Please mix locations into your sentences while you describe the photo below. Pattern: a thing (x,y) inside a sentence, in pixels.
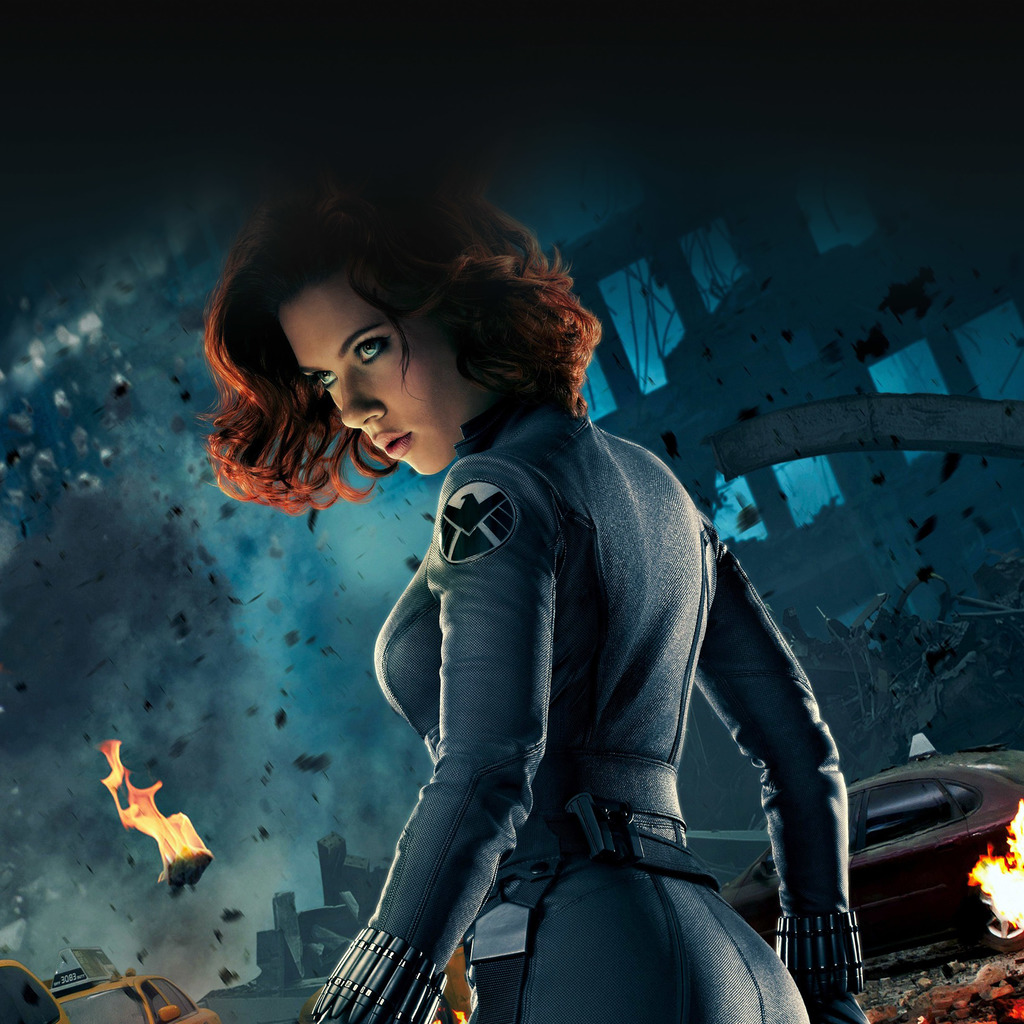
In this image we can see an animated picture in which a woman (532,382) is standing and we can also see fire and smoke (307,690).
